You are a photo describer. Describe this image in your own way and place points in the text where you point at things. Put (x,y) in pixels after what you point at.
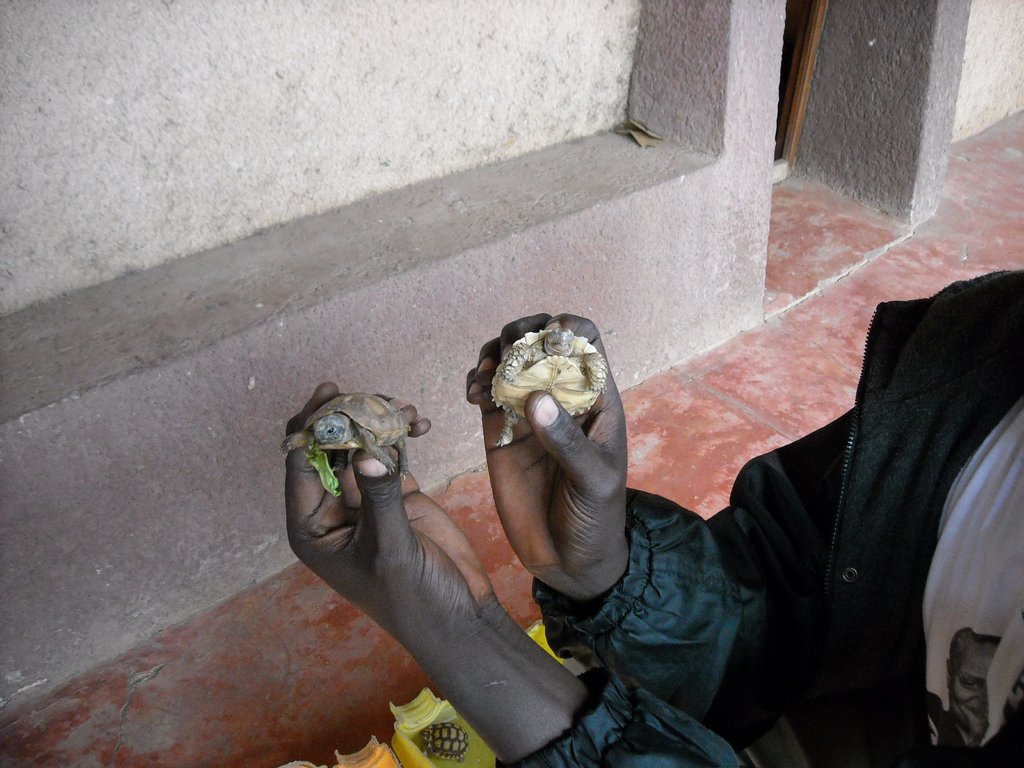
In this image there is a person (647,596) who is holding the tortoise (509,371) with both the hands (549,522). They are small tortoise (552,373). In the background (493,145) there is a wall (156,144). Beside the wall (279,136) there is a door (798,72). At the bottom (425,739) there are small boxes (409,736) in which there are small tortoises (440,744).
